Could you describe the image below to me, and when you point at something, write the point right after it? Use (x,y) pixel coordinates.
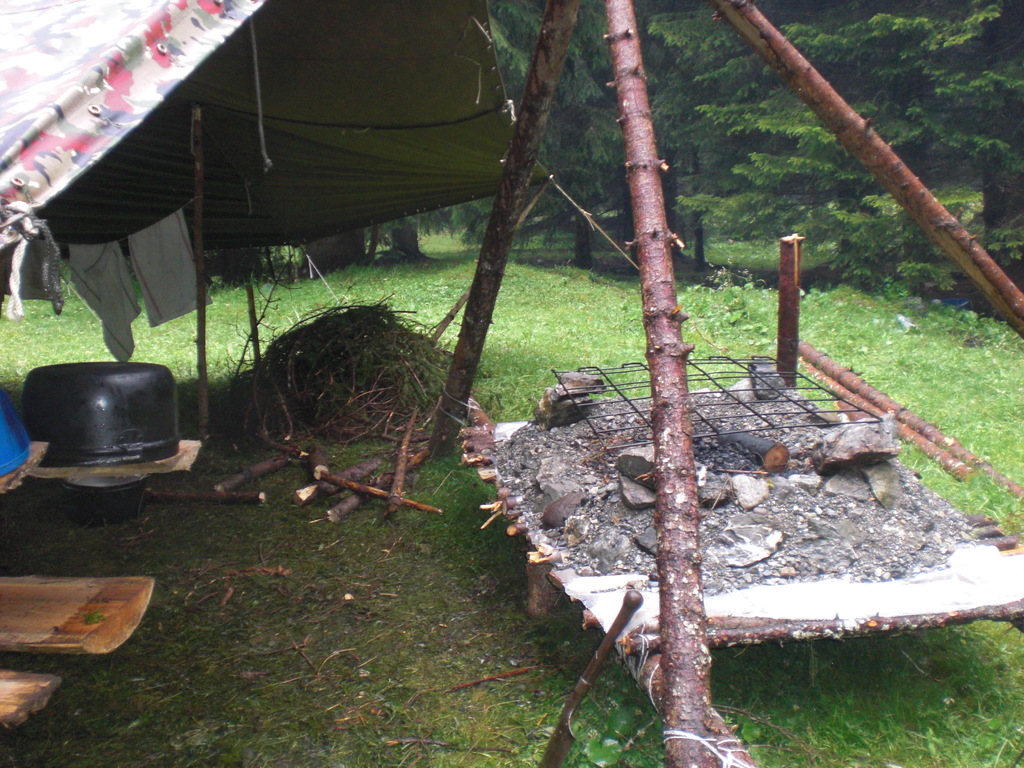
In this picture we can see a tent (223,49), at the bottom (448,673) there is grass (461,696), on the left side (134,578) we can see some clothes (170,300), wood (330,376) and a bowl (106,506), on the right side (830,532) there are some stones (793,519) and grilles (631,403), in the background (983,119) we can see trees (656,112).
